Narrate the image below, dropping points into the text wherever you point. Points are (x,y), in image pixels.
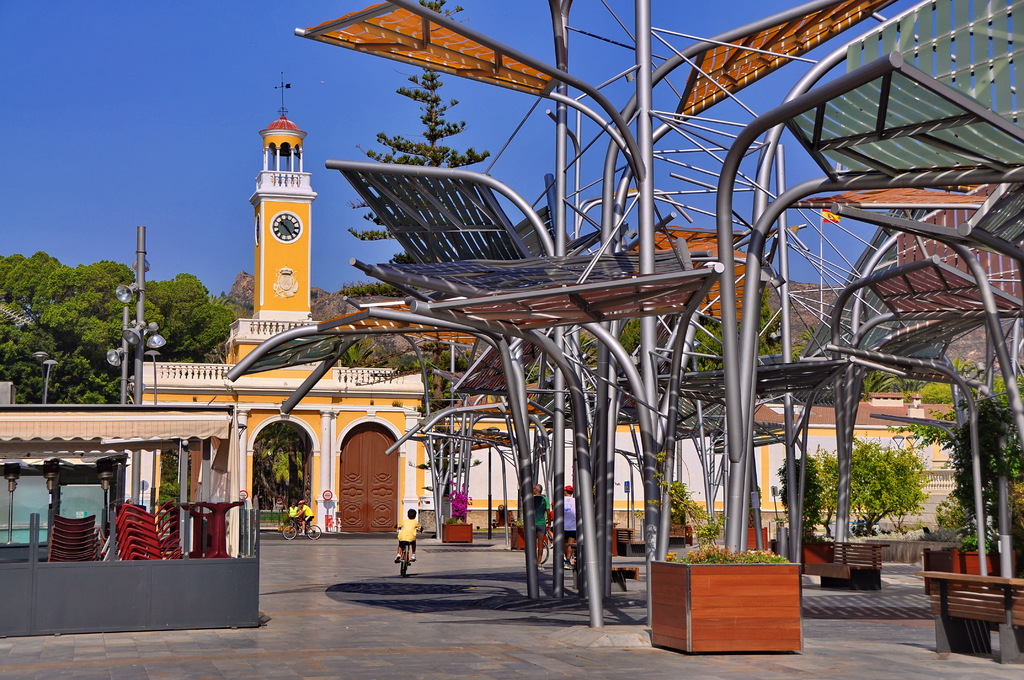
In this image I can see metal rods (651,248) and on the road (302,568) there are few persons (399,537) riding on bicycles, there are some chairs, flower pot (745,564) and benches (961,590) kept on it, at the top (250,137) there is the sky (130,147) and clock tower (275,310), entrance gate (383,466), the wall (514,478) and poles (185,542) visible in the middle (387,439).
